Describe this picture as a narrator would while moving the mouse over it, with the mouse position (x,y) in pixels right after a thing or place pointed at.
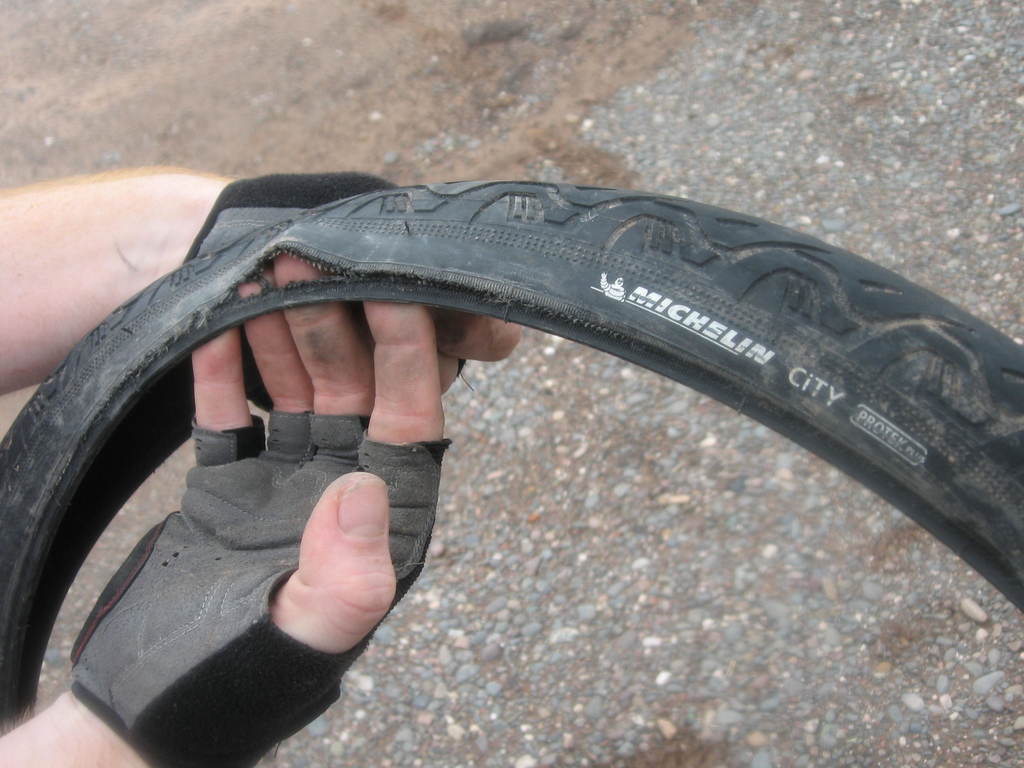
In this image, we can see a person (308,373) wearing gloves (276,556) and holding a tire (684,249). At the bottom (544,519), there is ground (527,552).
